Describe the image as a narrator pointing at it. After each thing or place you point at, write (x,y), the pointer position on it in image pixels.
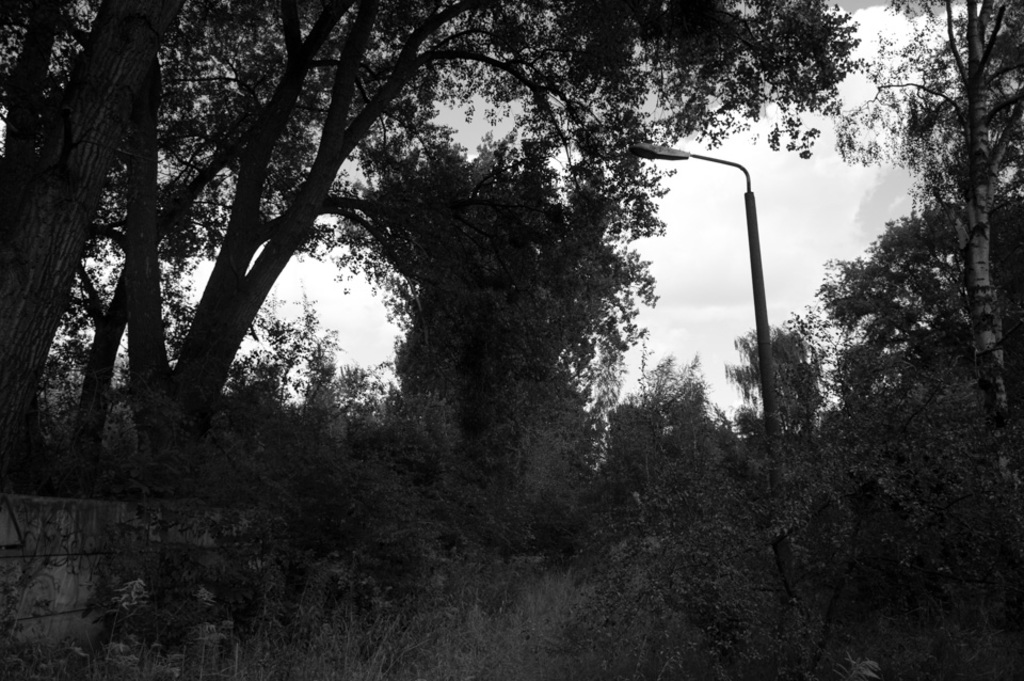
This image consists of trees (422,37) and plants (551,542). This is black and white image. There is light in the middle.
